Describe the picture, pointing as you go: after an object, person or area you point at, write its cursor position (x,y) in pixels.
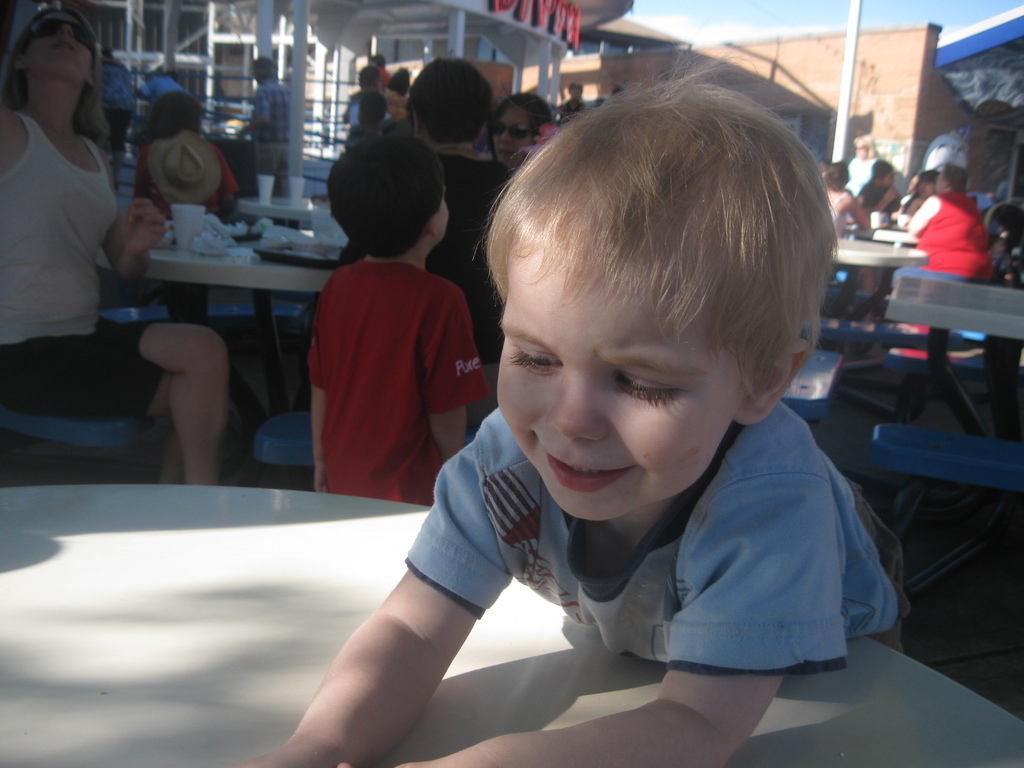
Here we can see some persons (510,202) are sitting on the chairs (915,356). These are the tables (75,536). On the table (906,242) there are plates (248,227), and glasses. There is a pole (858,6) and this is building (874,49). In the background (736,22) there is a sky (765,12).
